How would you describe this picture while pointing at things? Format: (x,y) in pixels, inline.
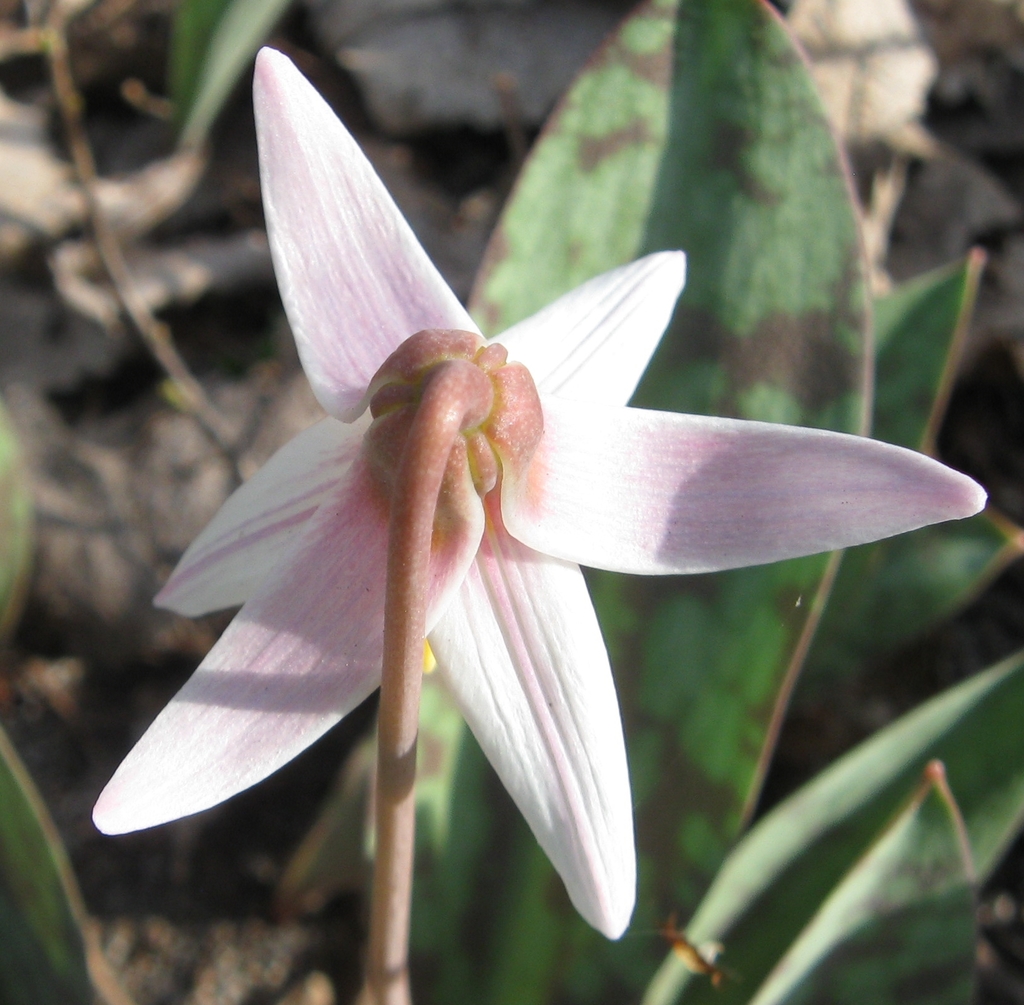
In the image we can see a flower (567,532), white and light pink in color. This is a stem (414,705) of the flower (341,545) and the leaves (711,255).
